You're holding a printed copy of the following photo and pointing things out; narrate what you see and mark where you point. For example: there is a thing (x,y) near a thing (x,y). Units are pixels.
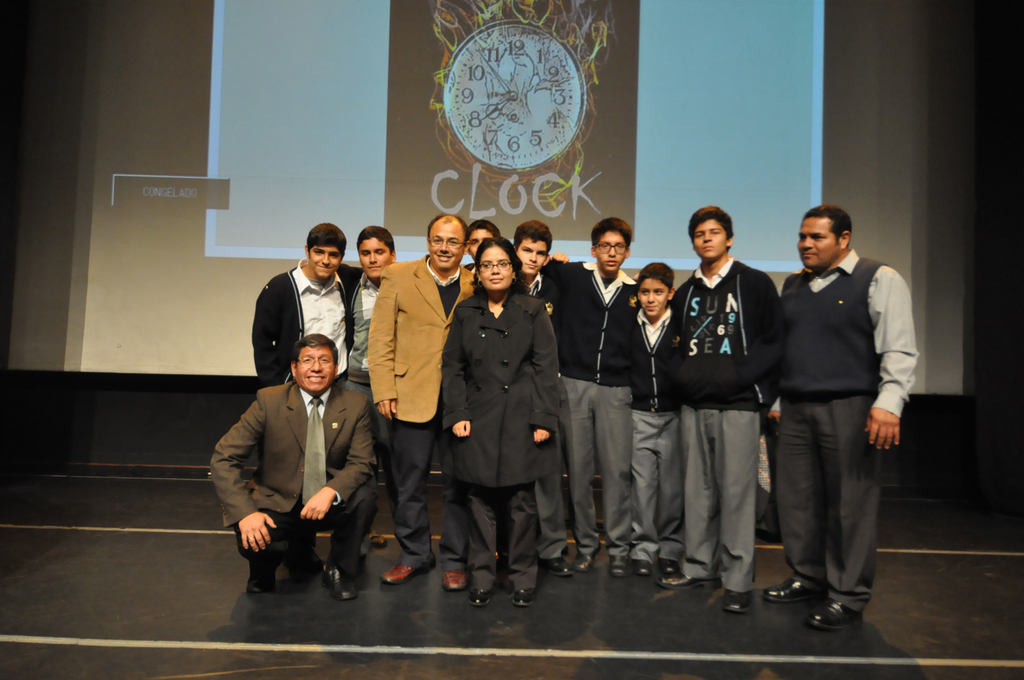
In this image there are group of persons (642,352) standing and smiling. On the left side (306,381) in the front (317,399) there is a man (315,460) squatting and smiling. In the background (492,80) there is a screen (474,145) and on the screen (452,122) there is display of the clock (519,147) is displaying.
